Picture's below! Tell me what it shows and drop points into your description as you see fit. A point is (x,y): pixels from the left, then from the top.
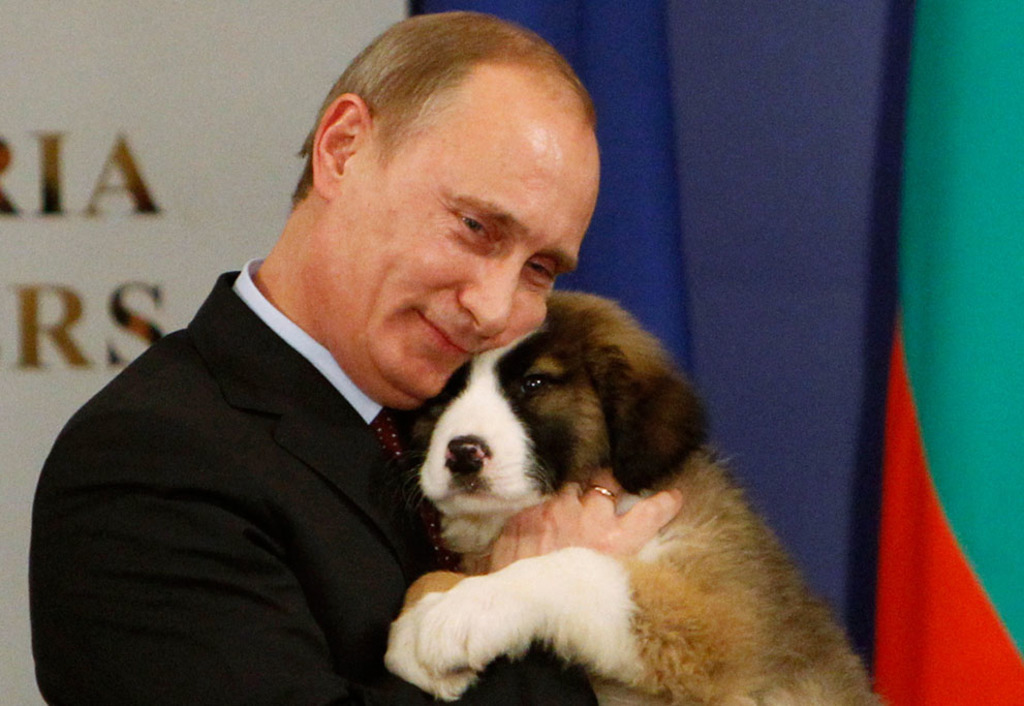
This image consists of man (534,547) and a dog (684,473). This man (259,650) is in the middle of the image (370,377). He is wearing black colour blazer (246,508), blue colour shirt (317,353). Beside him there is a curtain (838,456) on the right side (899,630). The dog (715,685) is in brown color. Man (414,351) is smiling.
